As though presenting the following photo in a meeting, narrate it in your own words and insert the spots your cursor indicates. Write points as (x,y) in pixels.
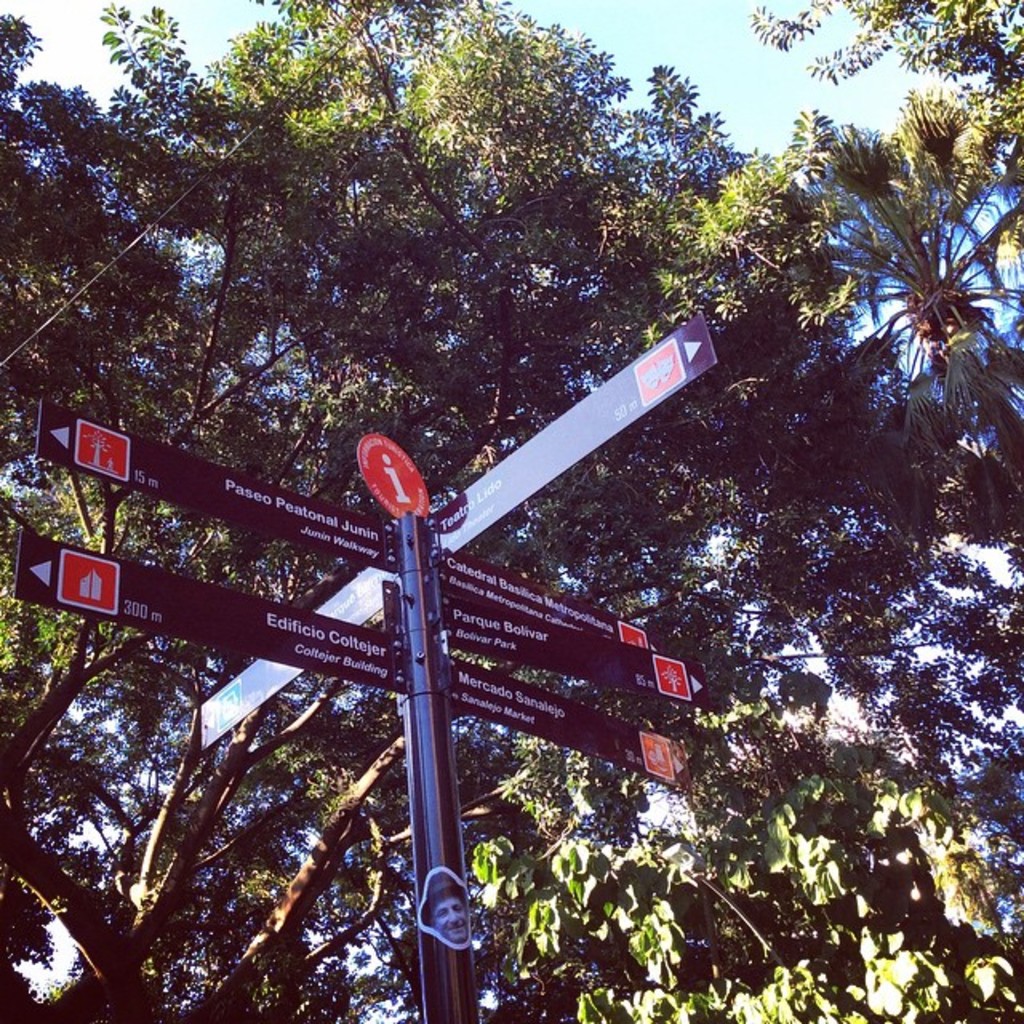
In the foreground of this image (539,699), there is a sign board (537,611). In the background (486,265), there are trees (684,207) and the sky (650,47).
